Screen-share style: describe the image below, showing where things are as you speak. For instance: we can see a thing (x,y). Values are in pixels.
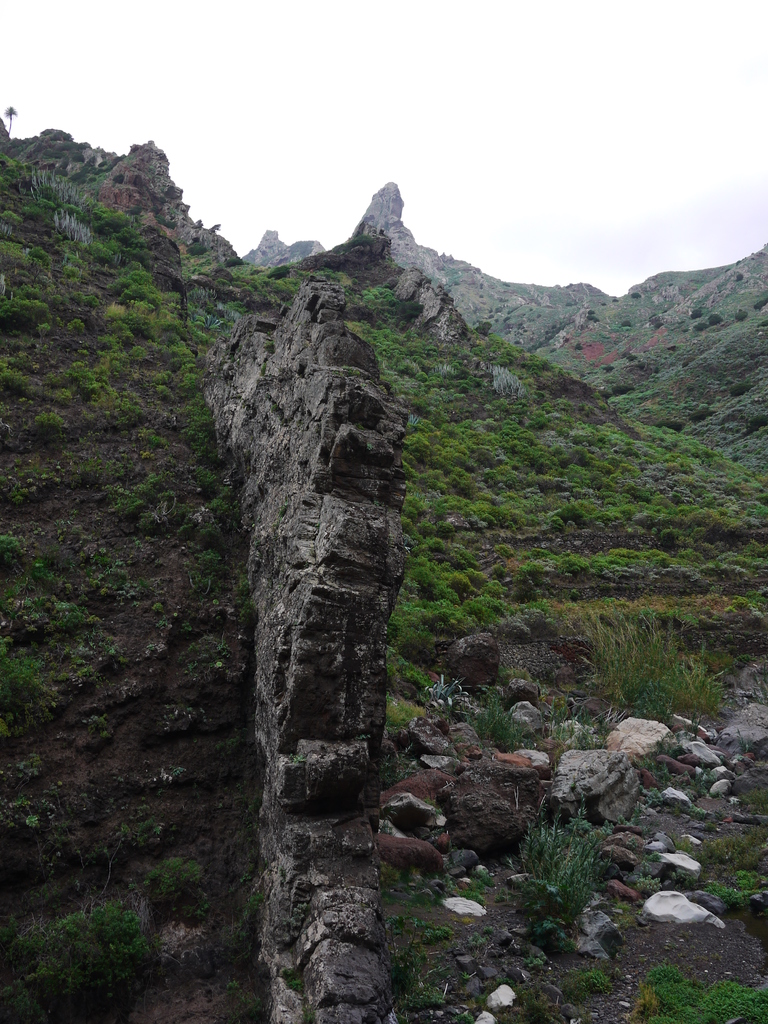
In the center of the image (388,605) there is a broken wall (341,617). At the bottom of the image (550,858) there is grass (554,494) on the surface (650,536). In the background of the image (543,334) there are rocks (387,209) and sky (516,101).
